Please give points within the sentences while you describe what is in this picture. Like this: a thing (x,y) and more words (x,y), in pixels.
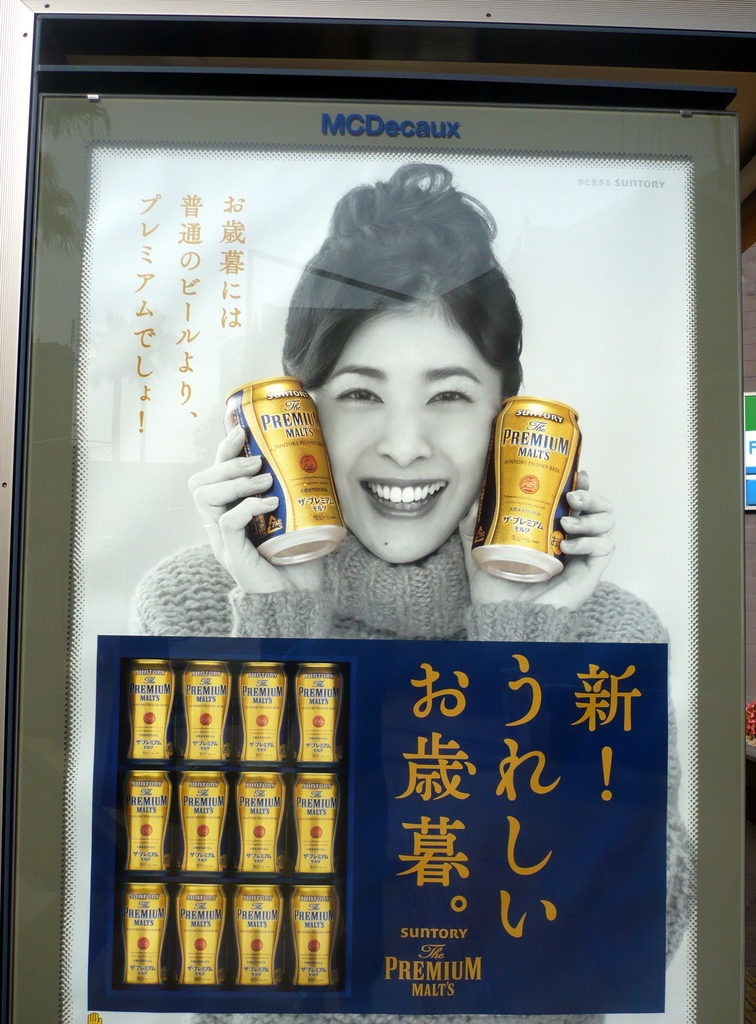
In this picture we can see a hoarding (335,338) and we can see a woman (366,487) holding cans (525,487) in her hands (257,488). She is smiling.
